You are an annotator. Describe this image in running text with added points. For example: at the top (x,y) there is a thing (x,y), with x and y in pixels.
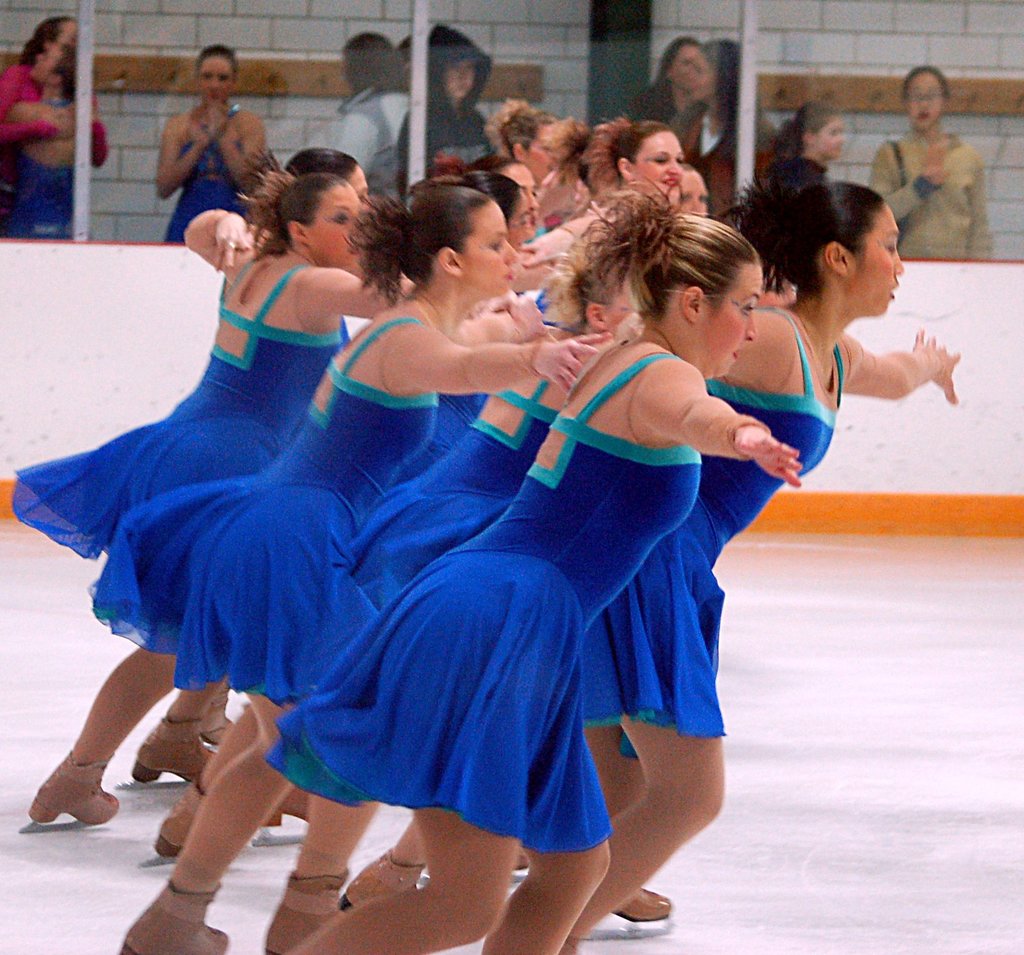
There are group of women (475,272) dancing. This looks like a glass door (587,78). I can see few people (922,217) standing behind the glass door (838,74).
